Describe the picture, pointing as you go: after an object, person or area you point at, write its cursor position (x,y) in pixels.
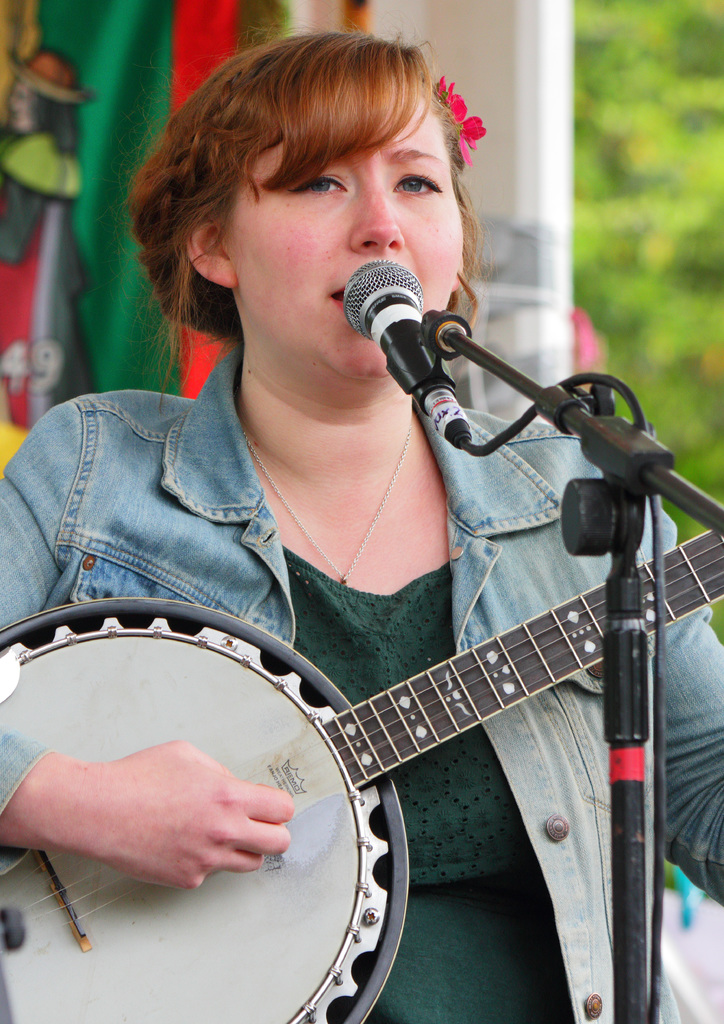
In the center of the image (328,559), we can see a lady (172,506) playing banjo (303,663) and there is a mic (359,292), in the front (636,945) and in the background (196,27), there is a cloth (230,15) and we can see trees (632,146) and a wall (515,97).
